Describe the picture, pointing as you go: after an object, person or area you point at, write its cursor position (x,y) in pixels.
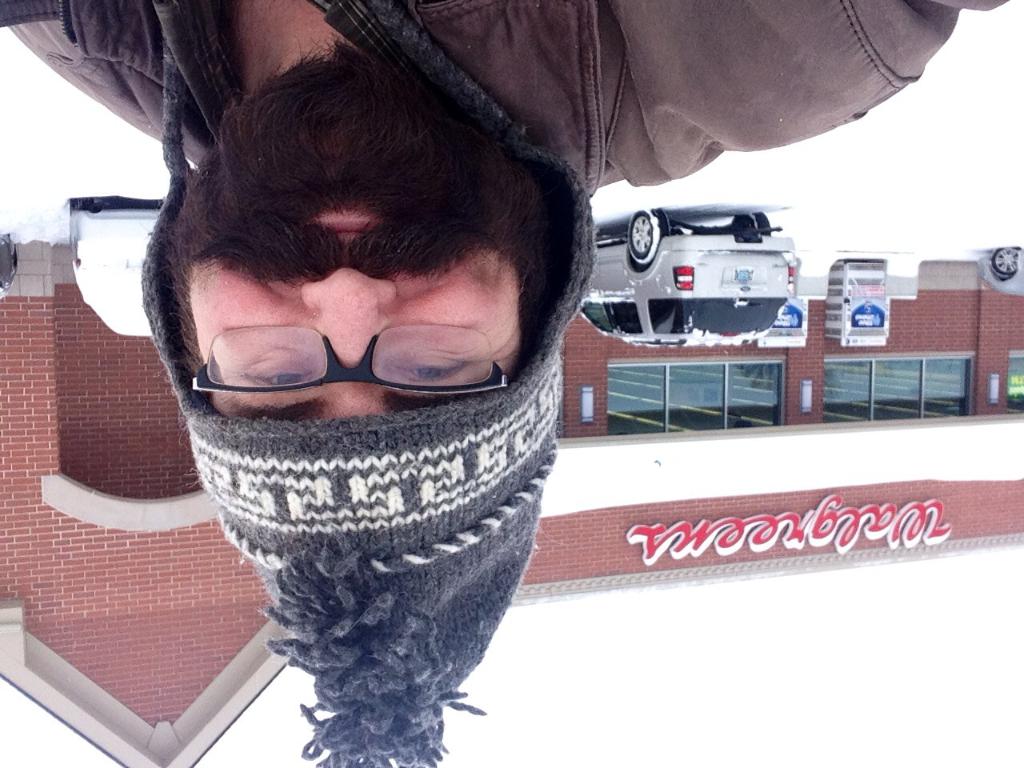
In this picture we can see a person (412,274) and in the background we can see vehicles (1005,267), building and some objects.
